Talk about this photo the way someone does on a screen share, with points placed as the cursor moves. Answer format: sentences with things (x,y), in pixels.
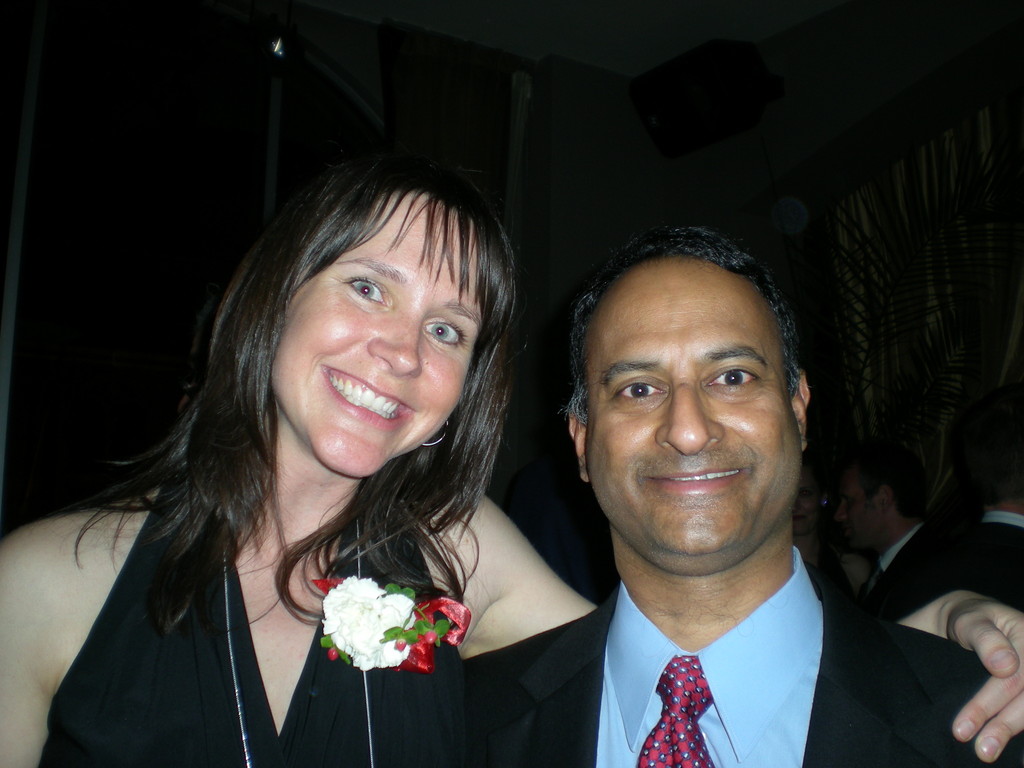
In the foreground of the image (626,276) there are two people (204,398) standing and smiling. In the background of the image (985,475) there are people (1009,555). There is a curtain (991,168) to the right side of the image (917,304). At the top of the image (559,38) there is a ceiling (559,38).
